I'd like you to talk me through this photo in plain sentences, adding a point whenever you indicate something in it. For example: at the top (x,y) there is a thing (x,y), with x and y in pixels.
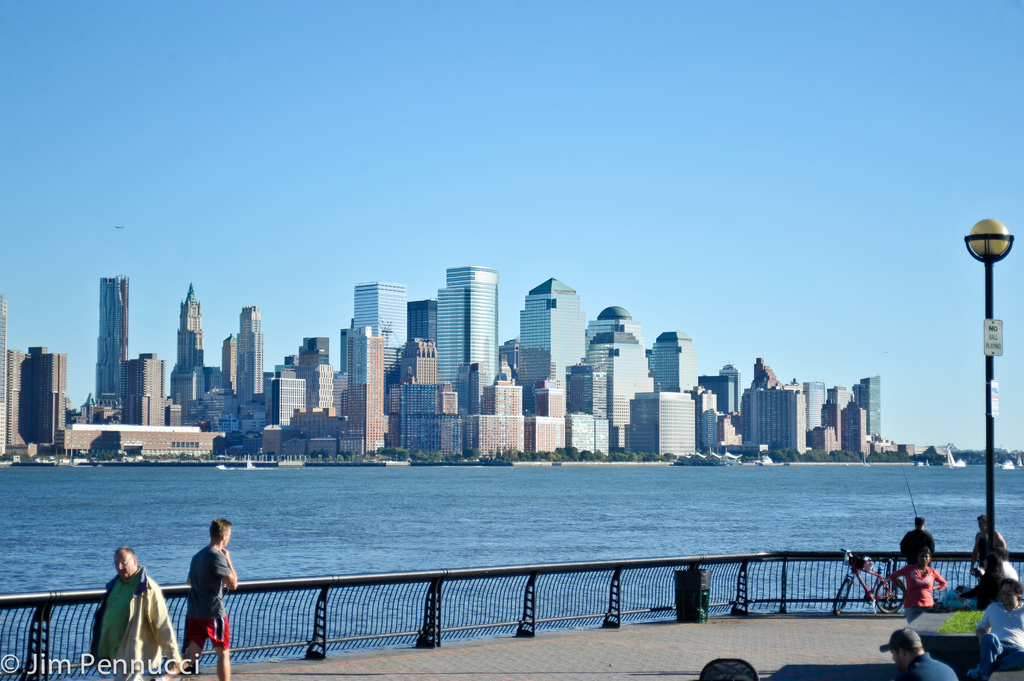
In this image I can see people (1013,650) where few are sitting and few are standing. I can also see a bicycle (852,569), a pole (989,366), few boards (989,340), a light (971,241), water (584,474), trees (1023,456), number of buildings (637,415) and the sky (191,220) in background (545,220). I can also see something is written on these board (993,392) and here I can see watermark (52,654).
